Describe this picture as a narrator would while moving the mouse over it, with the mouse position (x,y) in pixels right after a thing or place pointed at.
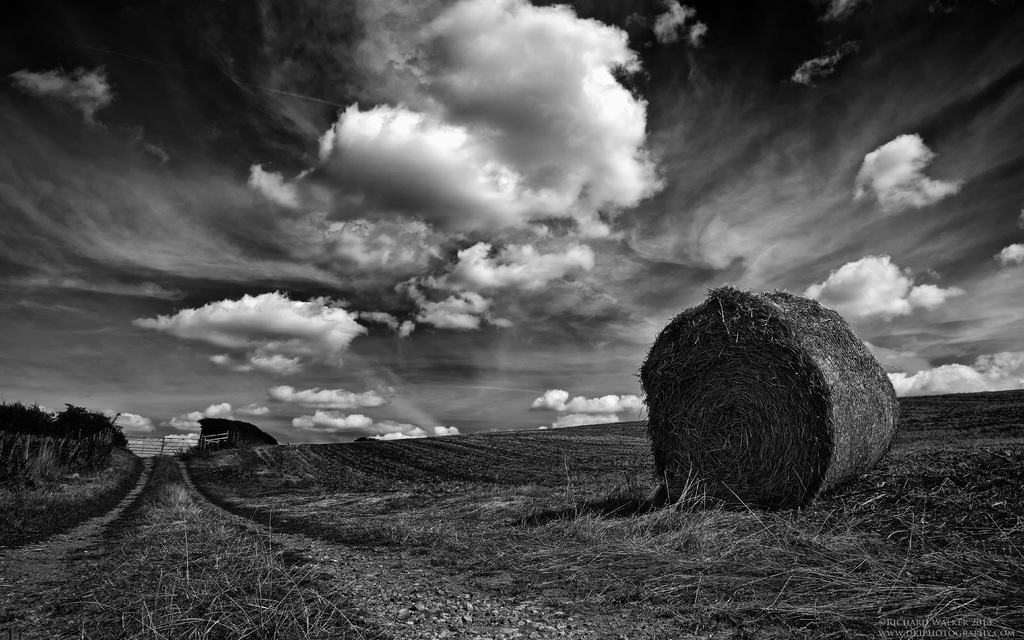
In this picture we can observe a Straw Bale (762,406) on the right side (696,377). We can observe some dried grass (600,546) on the ground (288,547). In the background (292,472) there is an open ground (608,458). On the left side (67,418) there are trees (64,433). We can observe a sky (315,259) with clouds (358,211). This is a black and white image.
